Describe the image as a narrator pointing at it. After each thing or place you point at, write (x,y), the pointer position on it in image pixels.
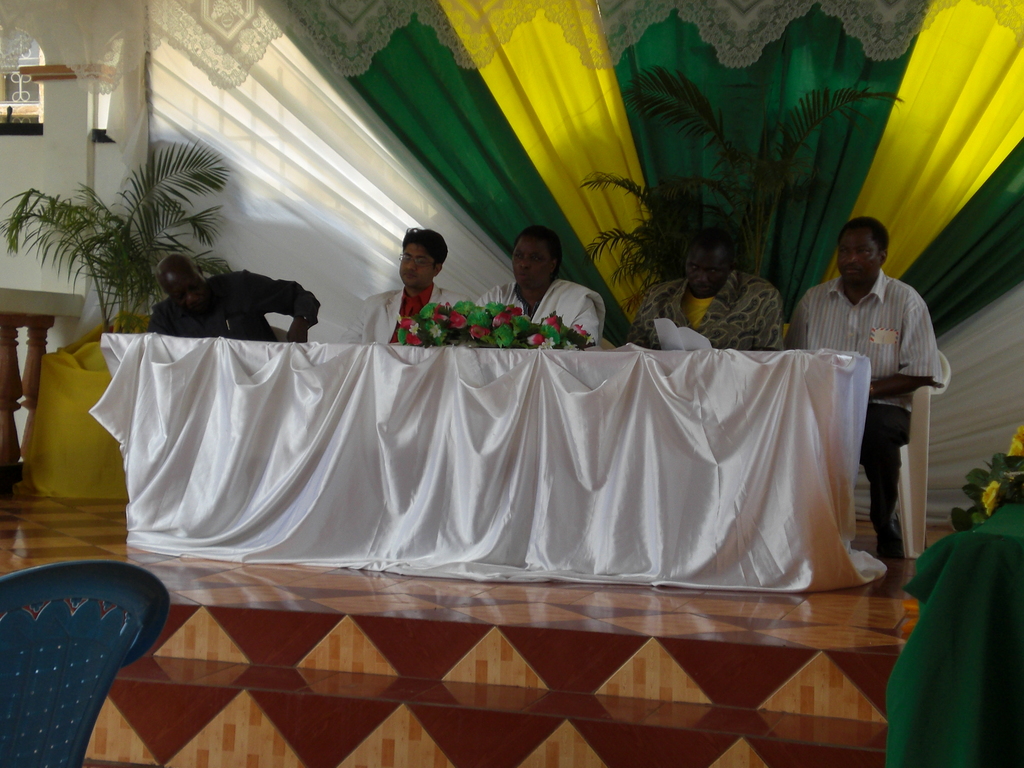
In the picture I can see some persons (734,316) sitting on chair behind table (372,401) which is covered with white cloth (354,393) and there are some flowers (446,339) on table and in the background of the picture (514,210) there are some plants (152,257), multi color cloth (566,133) and there is a wall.
